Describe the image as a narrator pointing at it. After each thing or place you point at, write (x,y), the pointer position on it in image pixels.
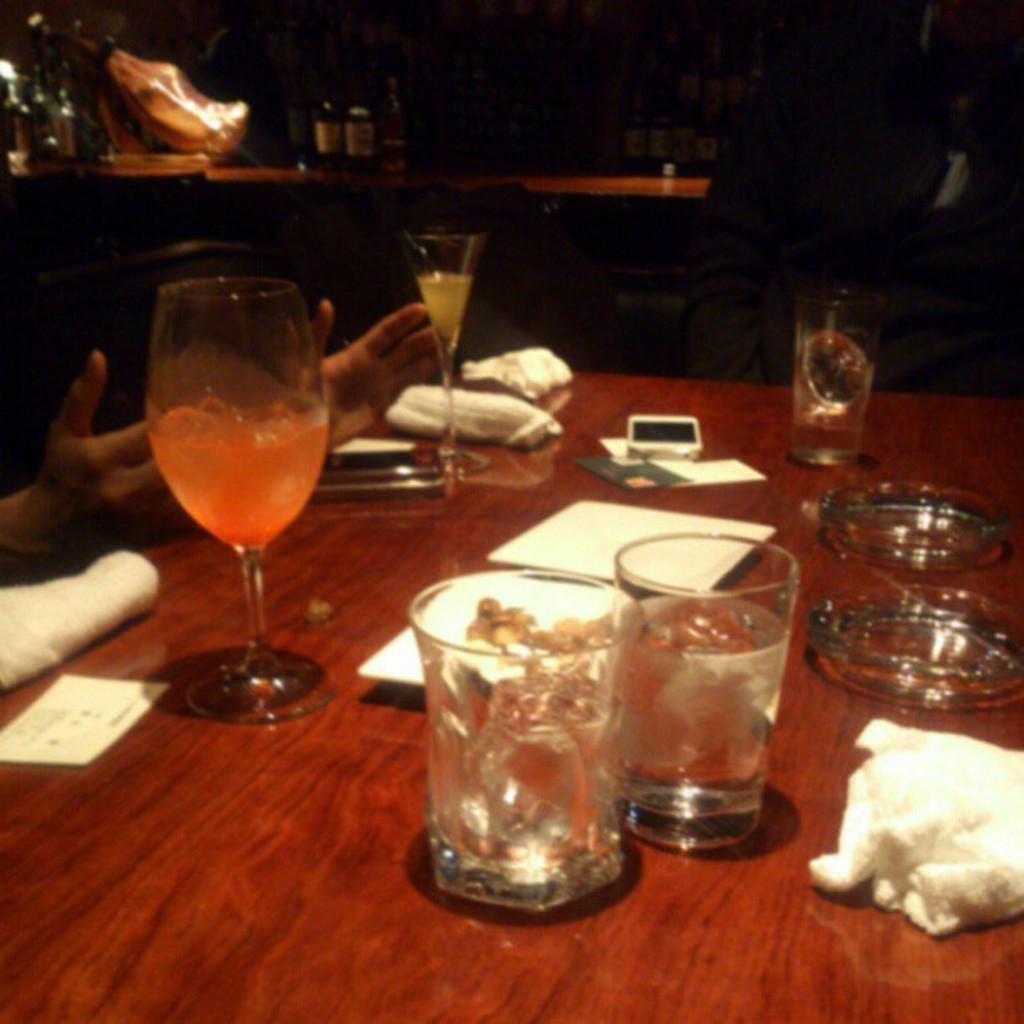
In the image we can see there is table (359,652) on which there is wine glass (268,463) in which there is orange drink (251,494) and in another glasses (662,764) there are other drinks (706,704). There is mobile phone (644,451), cloth (945,824), towels (964,893) and there are person hands (55,502) which are visible.
